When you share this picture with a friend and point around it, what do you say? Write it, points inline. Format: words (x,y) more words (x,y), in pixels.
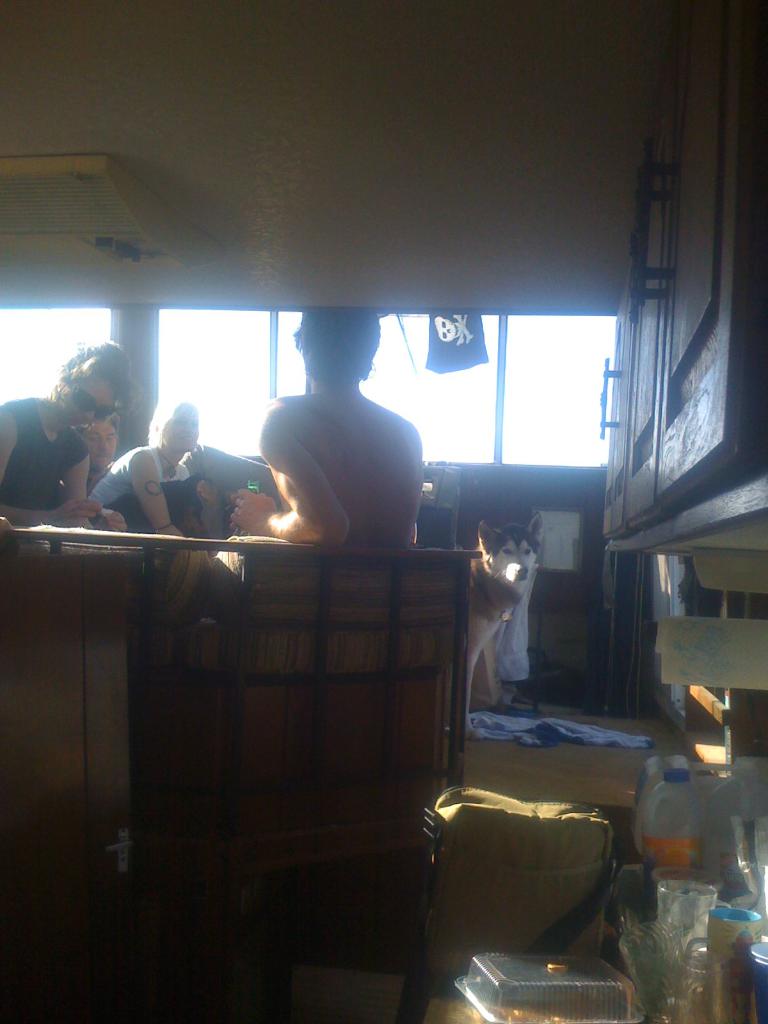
In this image I can see the dark picture in which I can see few bottles (746,816), few glasses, few clothes (569,725), a plastic box (499,989), a dog (519,560) and few persons (199,456). In the background (529,351) I can see the ceiling (428,101), few cupboards (704,369), the window (463,371), a flag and a cream colored object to the ceiling (422,302).
